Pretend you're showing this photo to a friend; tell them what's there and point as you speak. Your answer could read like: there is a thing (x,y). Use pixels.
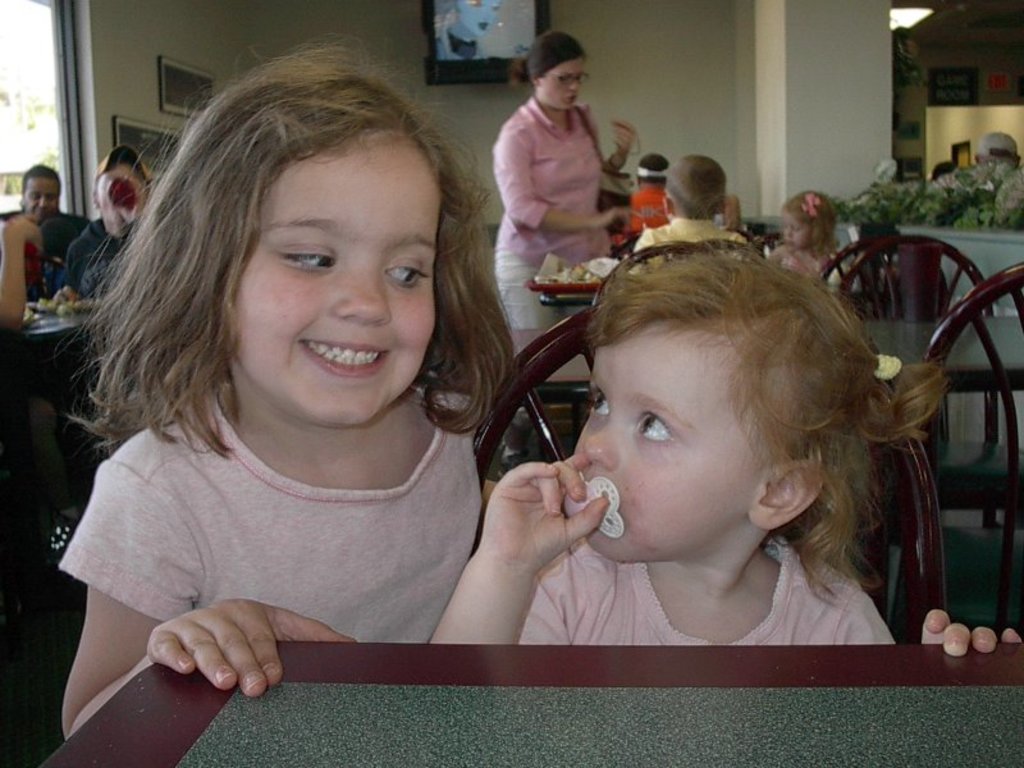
In this image I can see the group of people (439,269) are sitting in-front of the tables (483,650). I can see one person (533,202) standing. On the tables (545,679) I can see few objects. To the left (53,138) I can see the window (49,138). In the background (181,76) I can see an object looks like television (453,54) and the frames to the wall (455,98).
